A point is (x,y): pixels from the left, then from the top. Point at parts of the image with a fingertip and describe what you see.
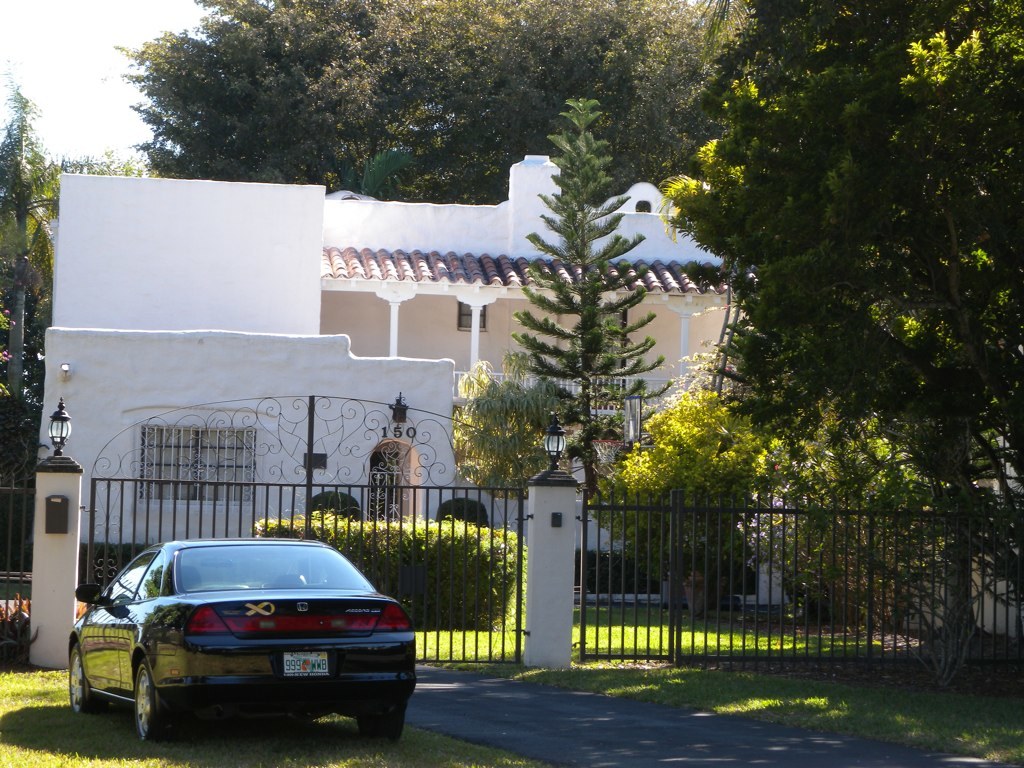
There is car (227,611) on the grass lawn (244,725) on the left side (185,662). Near to that there is a gate (146,479) with pillars (553,494). On the pillar (543,510) there is light (557,444). Near to that there are railings (692,509). In the back (813,556) there are trees (743,332) and building (376,333) with pillars (473,319) and windows (224,431). In the background (339,90) there are trees (331,93). There is a road (561,706) in front of the gate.
